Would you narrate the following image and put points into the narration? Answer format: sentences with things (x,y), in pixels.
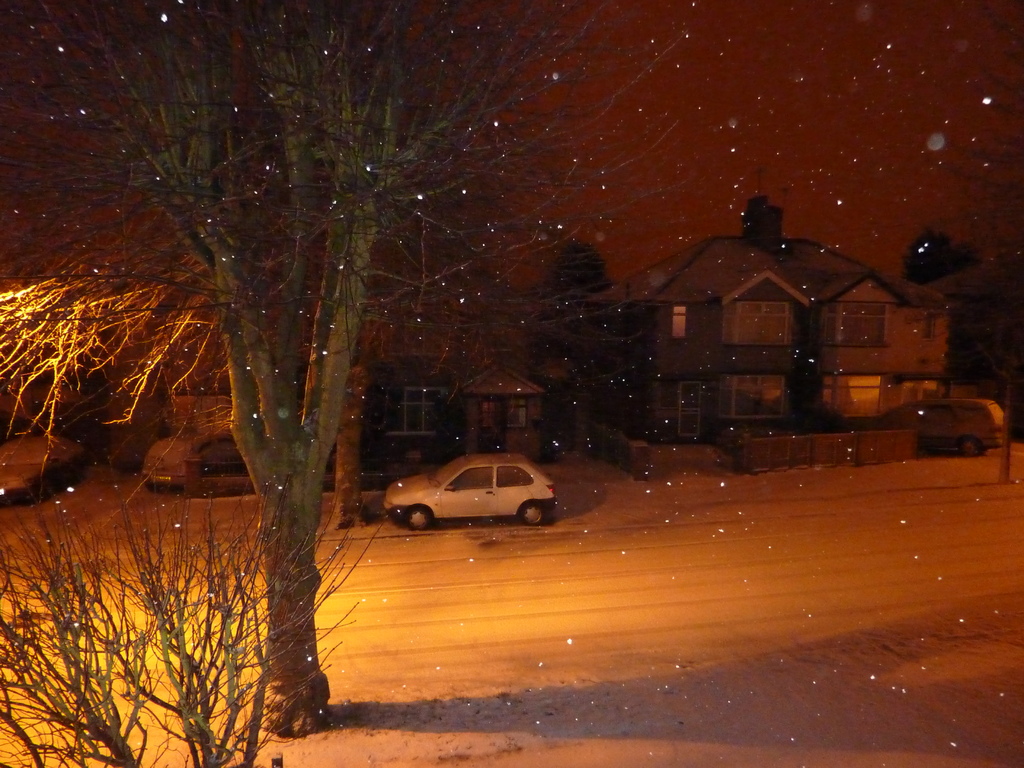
In this picture there are buildings (825,271) and there are vehicles (996,428) and there are trees (82,708). At the top (786,123) there is sky (776,100). At the bottom (926,585) there is a road (919,579). This picture is an edited picture.
